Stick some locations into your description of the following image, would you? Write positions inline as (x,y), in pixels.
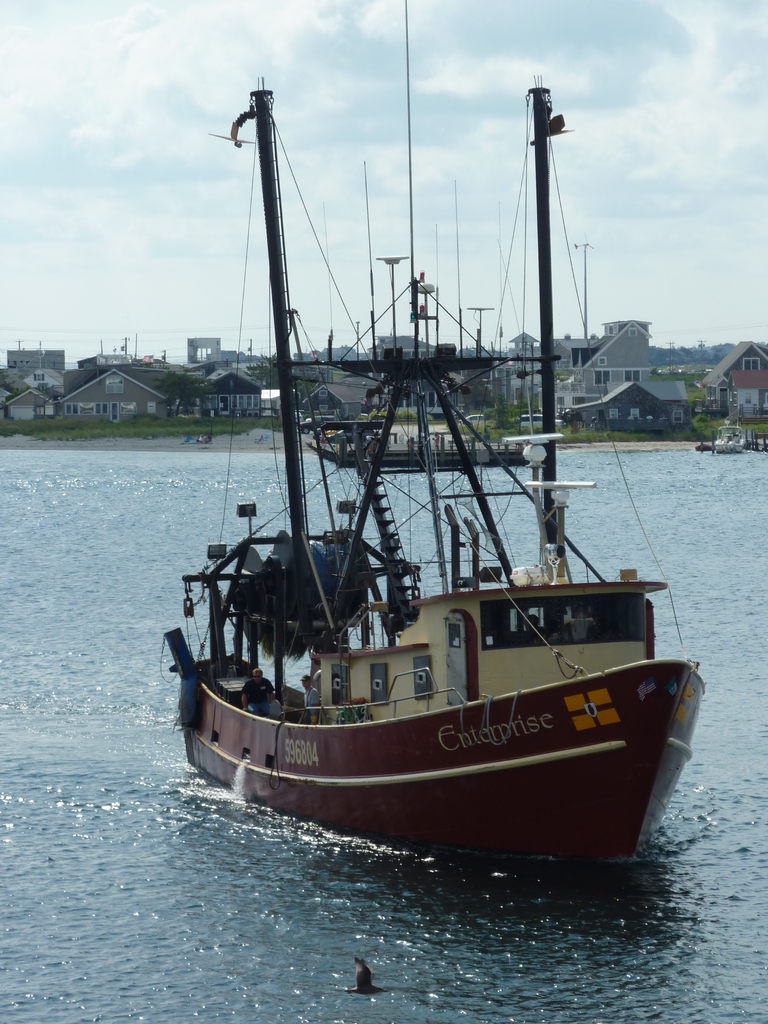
In this image we can see a ship (446,663) on the water (142,514), poles (260,125), ropes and persons (258,694). In the background (307,410) we can see ground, trees (258,369), buildings (152,365) and sky (104,232) with clouds (561,138).
